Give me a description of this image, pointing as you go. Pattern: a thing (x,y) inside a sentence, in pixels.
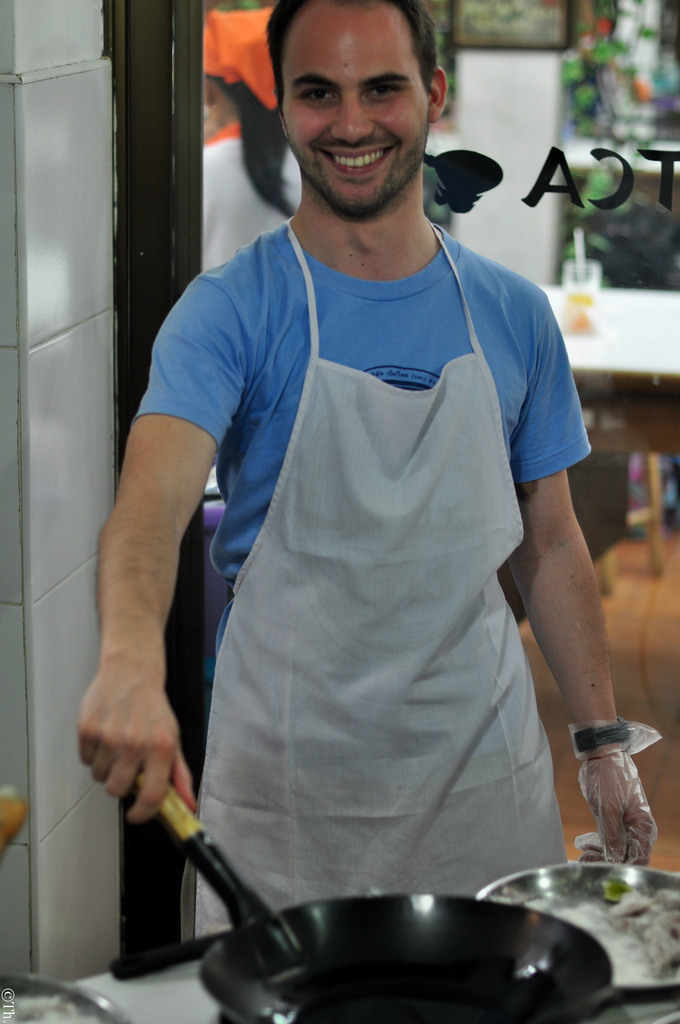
In the picture I can see a man (342,455) is standing and holding an object (240,883) with the hand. The man (293,449) is wearing an apron (391,593), blue color t-shirt (397,331) and other objects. In the background (619,238) I can see a glass wall (594,223) which has something written on it.
